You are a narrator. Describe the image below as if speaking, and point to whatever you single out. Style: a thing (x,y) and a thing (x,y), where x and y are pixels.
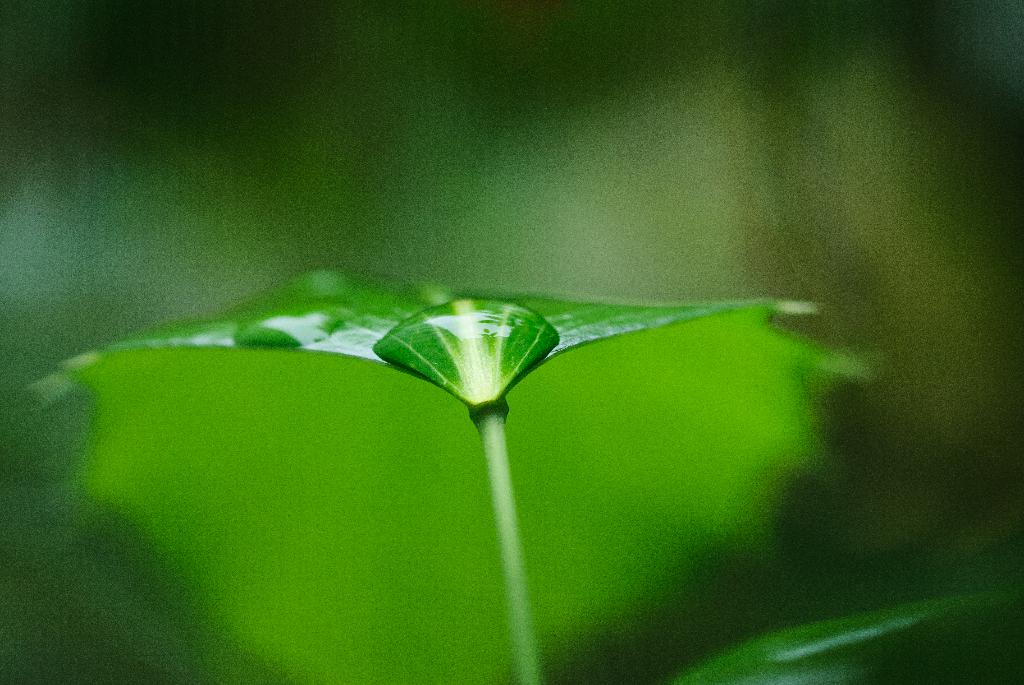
Here we can see green leaf (546,539) with water drops (283,345). Background (834,1) it is blur.
